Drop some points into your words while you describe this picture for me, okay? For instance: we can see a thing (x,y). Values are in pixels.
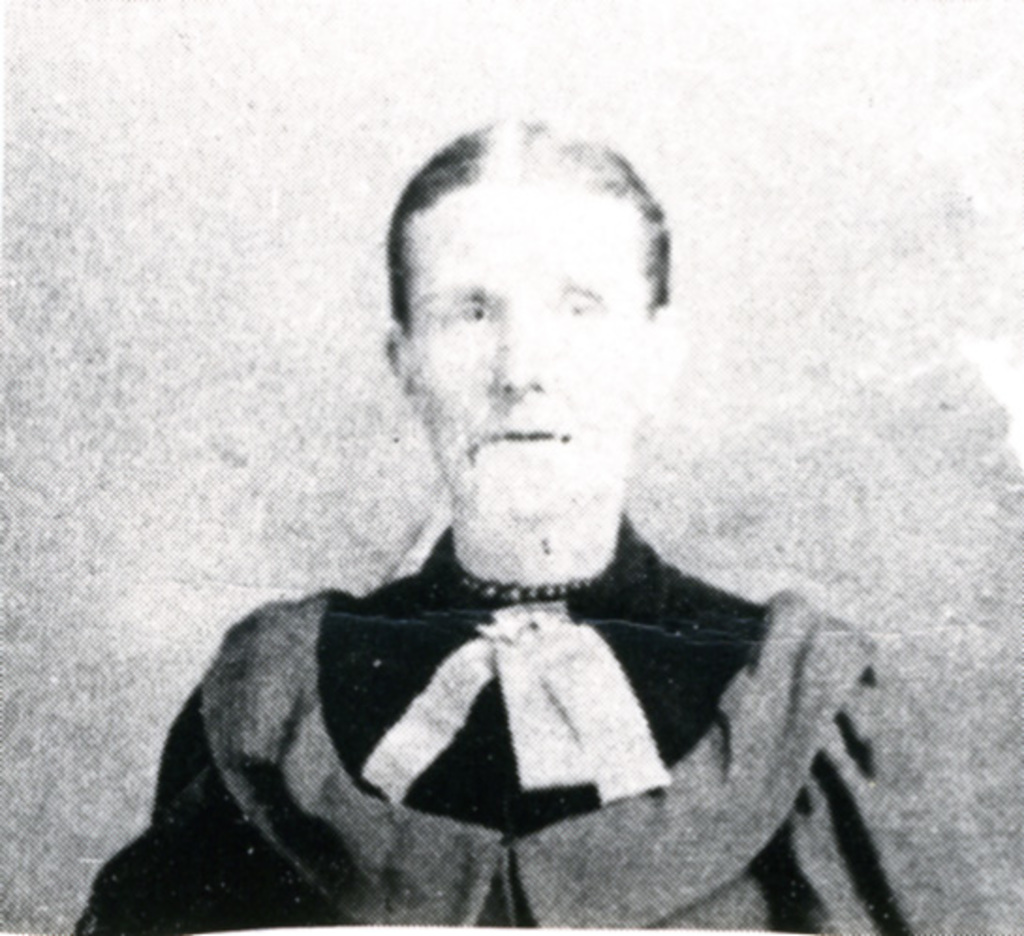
In this image we can see one person (315,660) and it's a black and white image.
